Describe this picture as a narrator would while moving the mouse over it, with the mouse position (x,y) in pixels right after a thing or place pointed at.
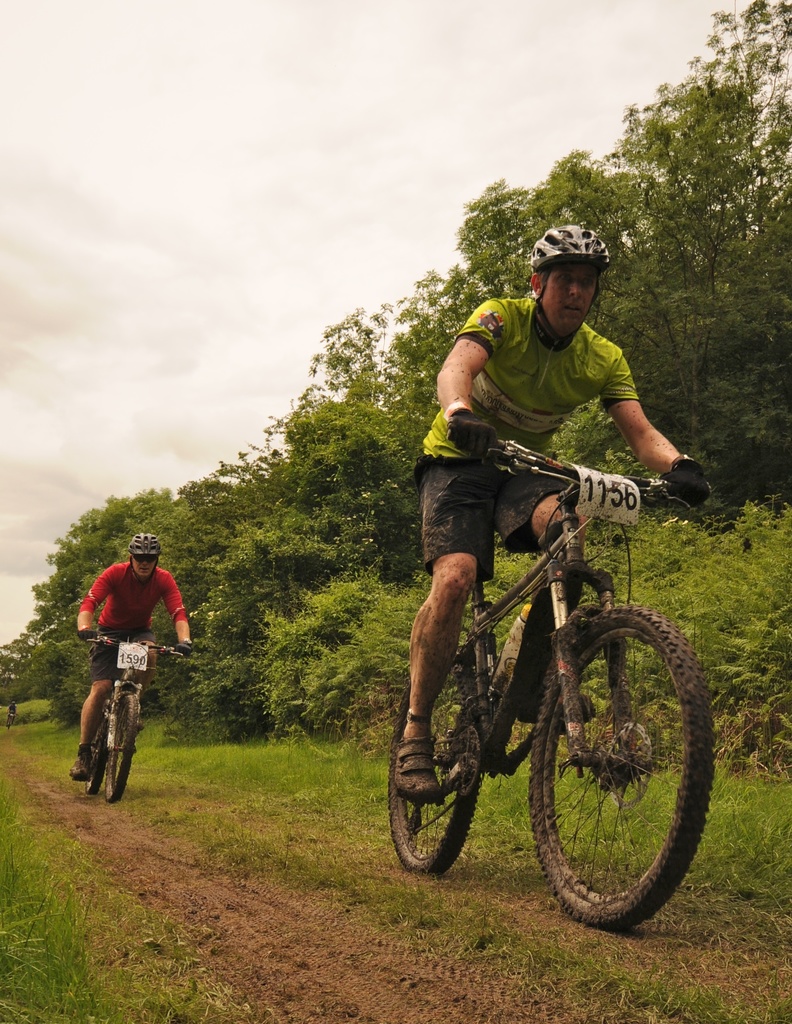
In this image I see 2 men (100,648) who are cycling on the path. In the background (269,753) I see the grass (326,753), few plants (343,621), trees (782,88) and the sky (627,21).
